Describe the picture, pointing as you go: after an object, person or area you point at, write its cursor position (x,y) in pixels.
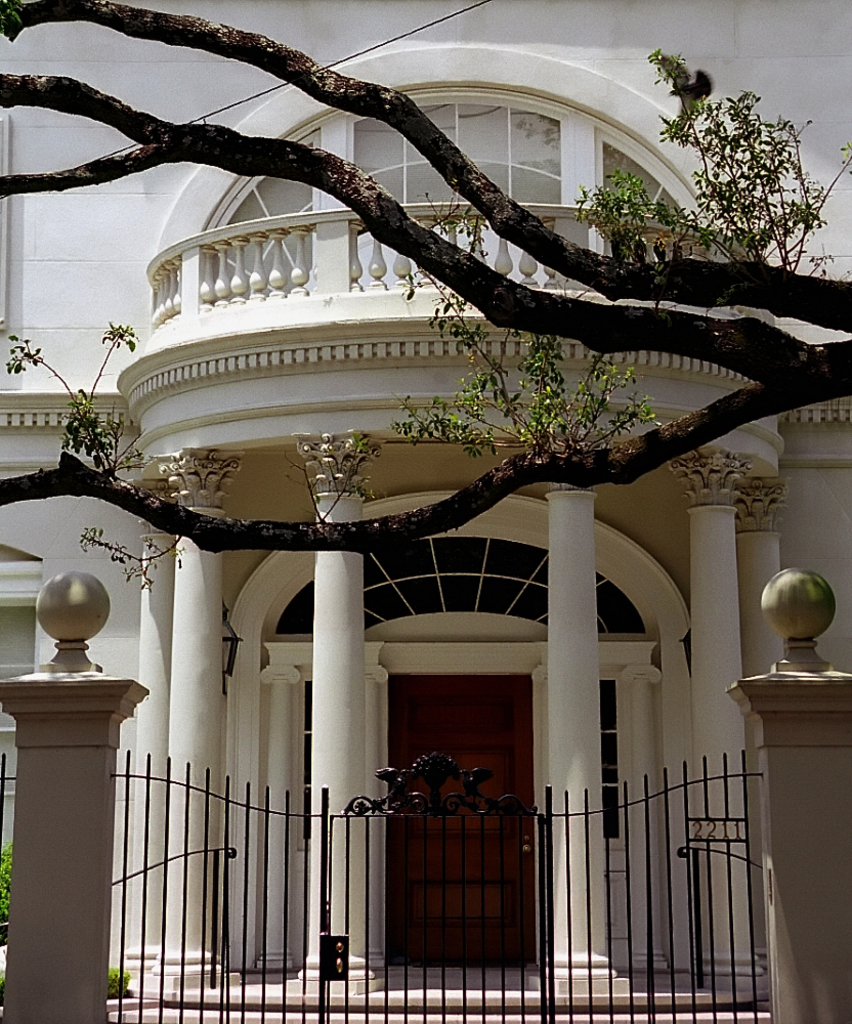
In this image in the center (512,663) there is a building (302,574) and tree (630,328), at the bottom of the image (667,811) there is gate (583,874). And on the right side (811,858) and left side (42,732) there are pillars (87,689), and in the background (458,716) there is a door (450,714) and some pillars (547,700) and railing (160,264).
